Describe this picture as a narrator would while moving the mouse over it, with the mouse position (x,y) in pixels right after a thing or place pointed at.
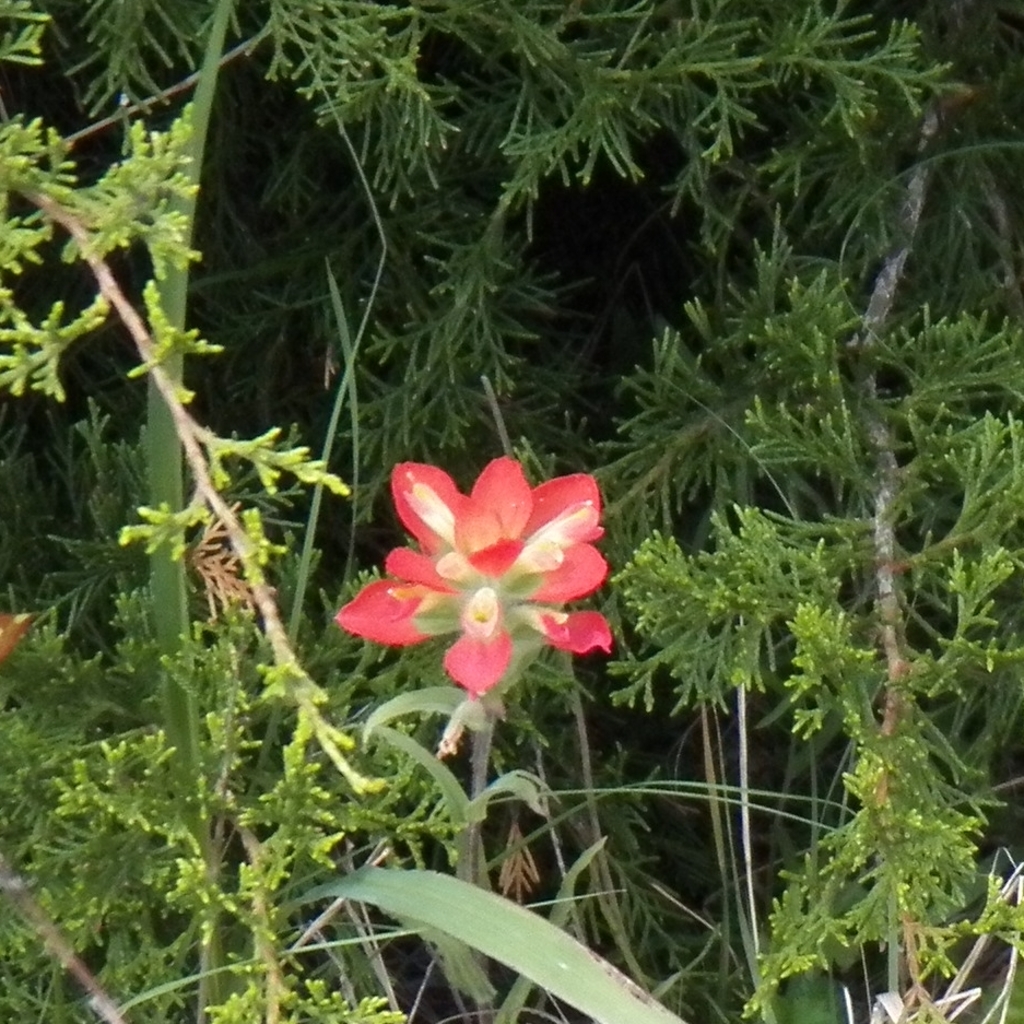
In the picture we can see the plants (730,690), in the middle of the plants (568,781) we can see the flower (549,641).
